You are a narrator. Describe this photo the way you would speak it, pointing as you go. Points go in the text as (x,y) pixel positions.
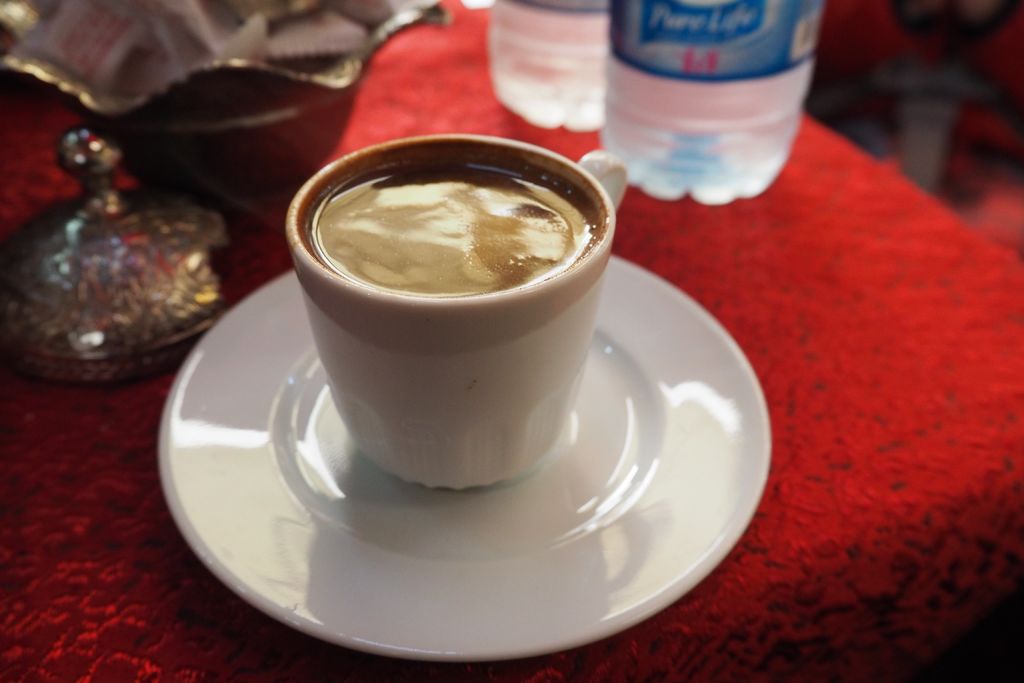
In this picture we can see cup (494,311) with coffee (458,253) in it, saucer (647,434), bottle (637,144), box (261,144), some red color cloth (362,102).
